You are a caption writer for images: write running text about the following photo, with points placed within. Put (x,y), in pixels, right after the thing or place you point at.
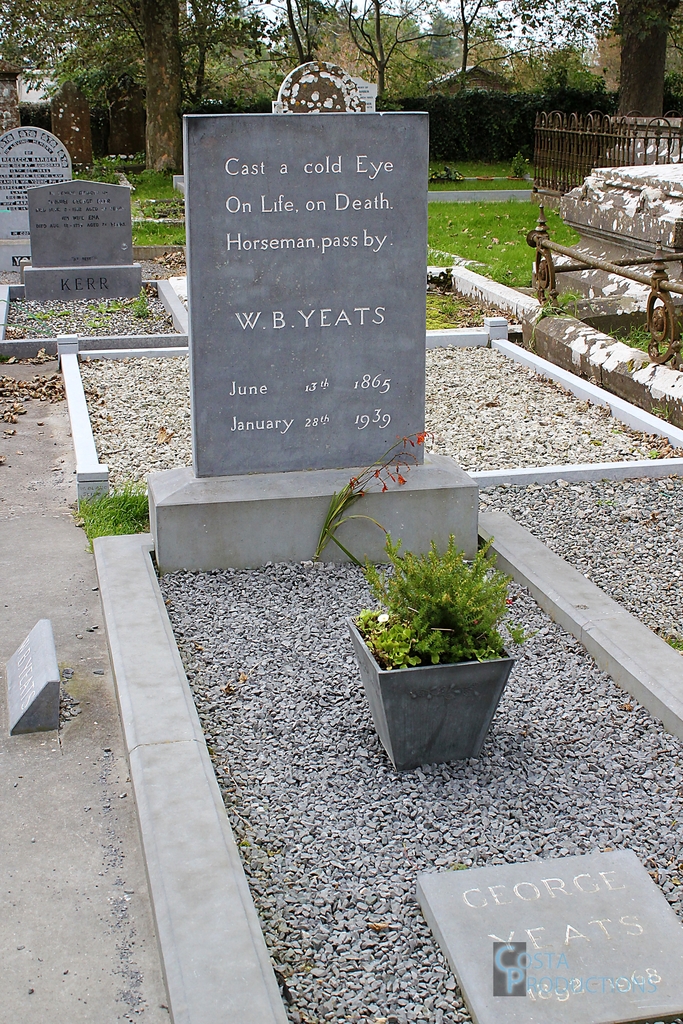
In the image there is a graveyard (339,638) with plants (451,597) and trees (160,53) in the background (505,93).
